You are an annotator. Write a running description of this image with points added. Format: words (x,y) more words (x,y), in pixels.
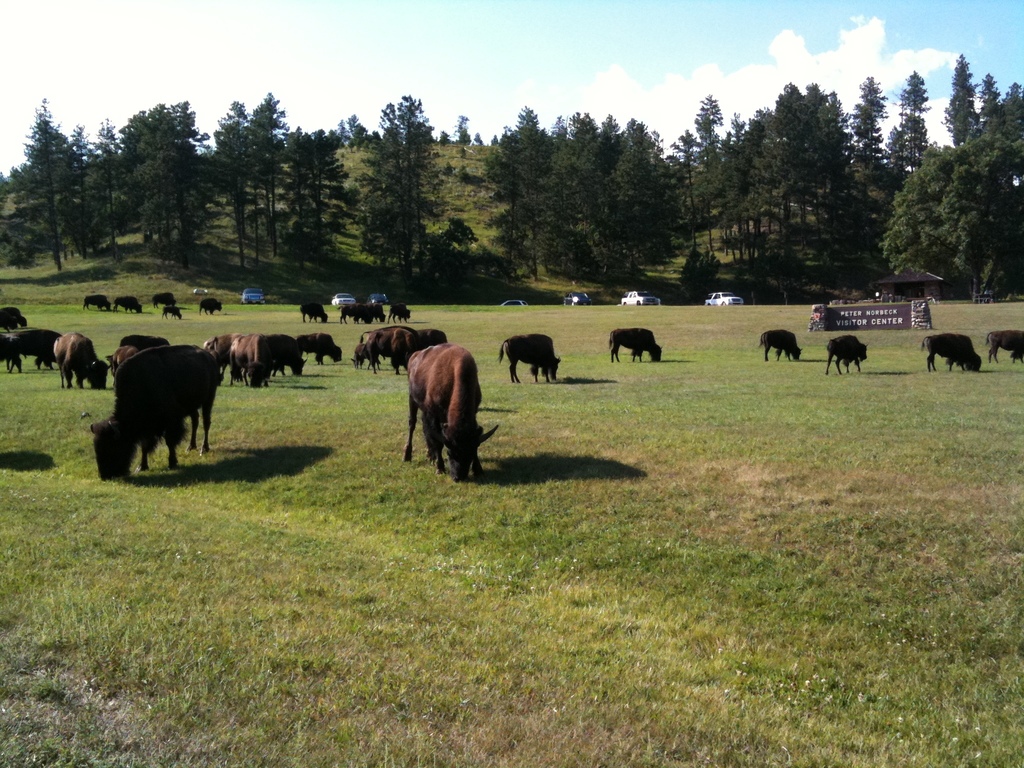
In this picture I can see the grass (469,335) on which there are number of animals (287,342), which are of brown and black in color. On the right side of this picture (875,312) I see a brown color thing (851,310) on which there is something written. In the middle of this picture (420,270) I see number of trees (627,174) and few cars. In the background (604,54) I see the sky (634,53).
